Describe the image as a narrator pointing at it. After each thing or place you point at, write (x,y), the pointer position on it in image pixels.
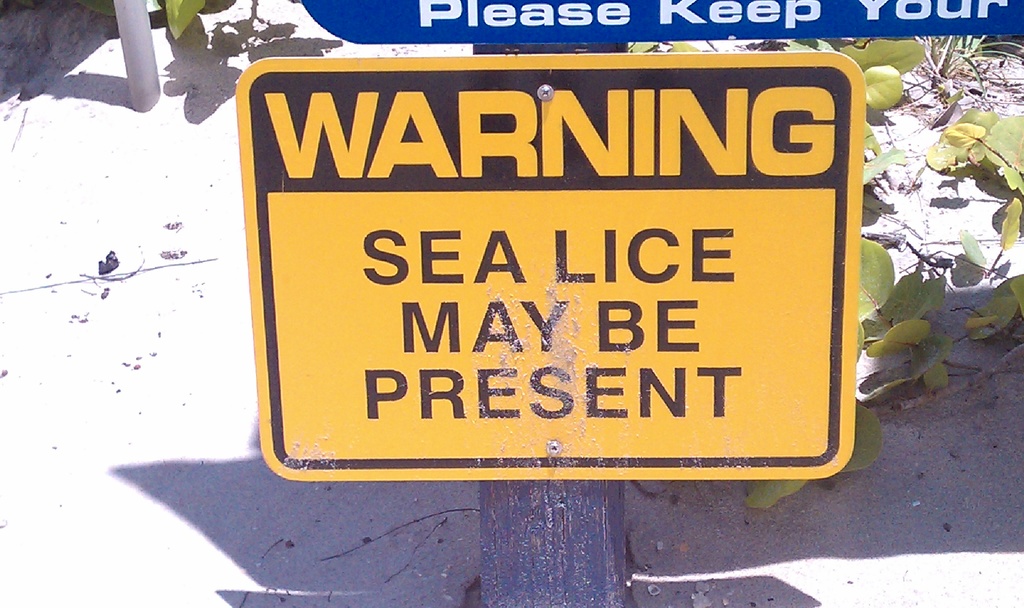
In this image I can see there is a warning board (588,344) on the pole (509,573), beside that there is another board (1022,27) and plant (991,309) on the ground (67,29).
